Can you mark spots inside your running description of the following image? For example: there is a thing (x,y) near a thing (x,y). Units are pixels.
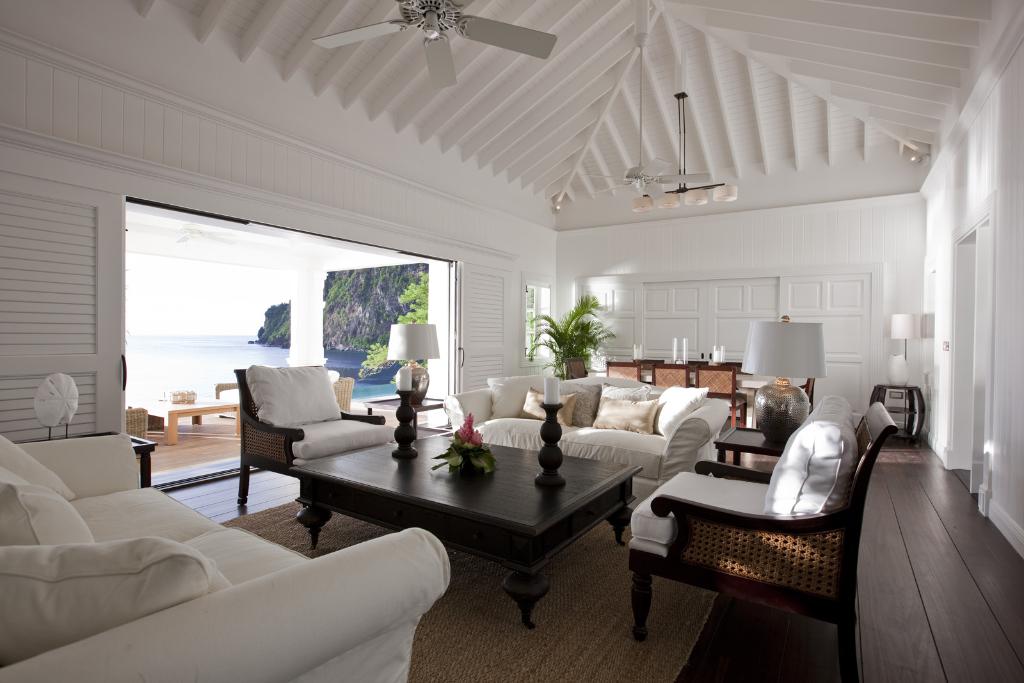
in a room (829,142) there is a table (513,491) on which there are candles (401,378) and flowers (462,460). around that there are white sofas (699,405). at the back (634,374) there are table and chairs (608,370) and a plant (573,336). a lamp (778,361) is present at the right (777,366) and left of sofa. there is a fan (398,27). the room (452,131) is white in color. at the left (202,356) there is a water (240,342) and mountains (373,297).
